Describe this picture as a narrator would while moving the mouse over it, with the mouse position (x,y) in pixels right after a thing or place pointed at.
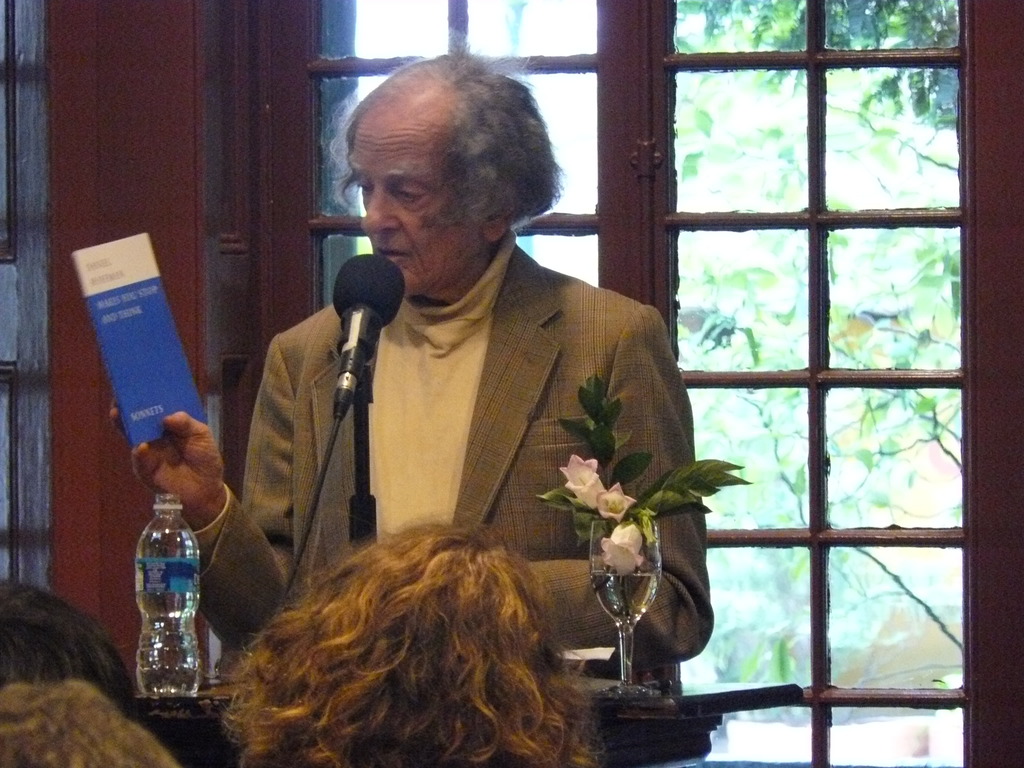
In this image, human (470,430) is standing in-front of microphone (356,313). He holds a book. Here there is a flower vase (622,579). On the right side of the man (558,581), we can see a bottle (164,631). In the bottom of the image (289,650), we can found few human heads (309,659). Background (889,414), there is a wooden door (635,118), some trees (841,274) we can see.
